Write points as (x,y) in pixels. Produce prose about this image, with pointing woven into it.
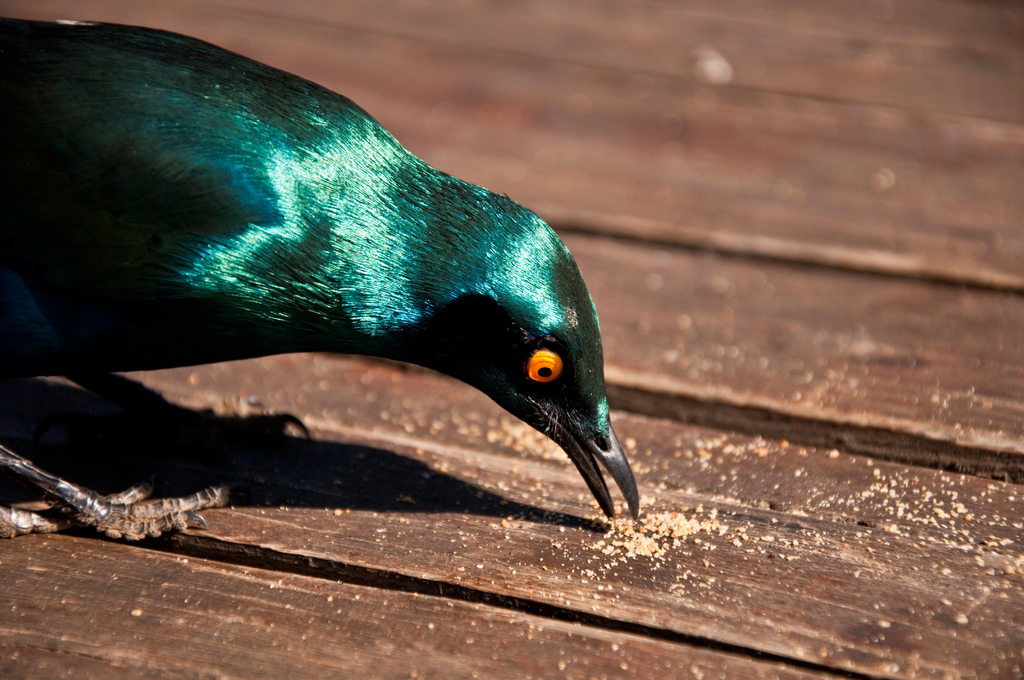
There is a bird (65,278) on the left side of the image (164,478) on a wooden surface (582,516).
